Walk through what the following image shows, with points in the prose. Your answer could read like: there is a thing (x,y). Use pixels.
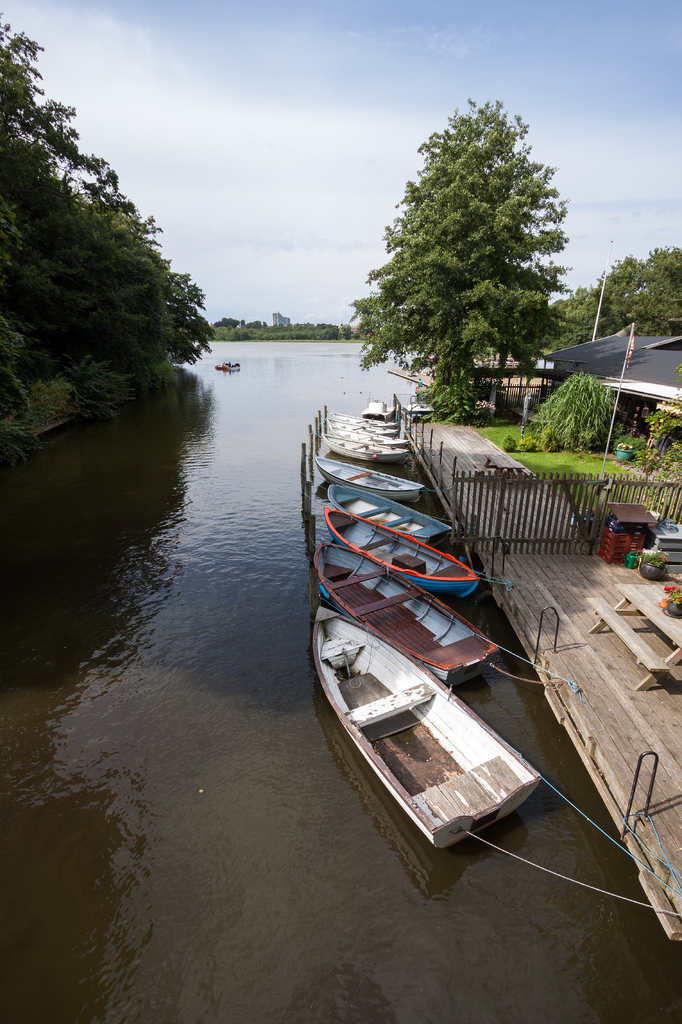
In this image I can see few boats (362,496), trees (608,318), water (118,655), poles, tents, tables (654,653), fencing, few objects (654,771) on the wooden floor (631,683). The sky (343,168) is blue and white color.
